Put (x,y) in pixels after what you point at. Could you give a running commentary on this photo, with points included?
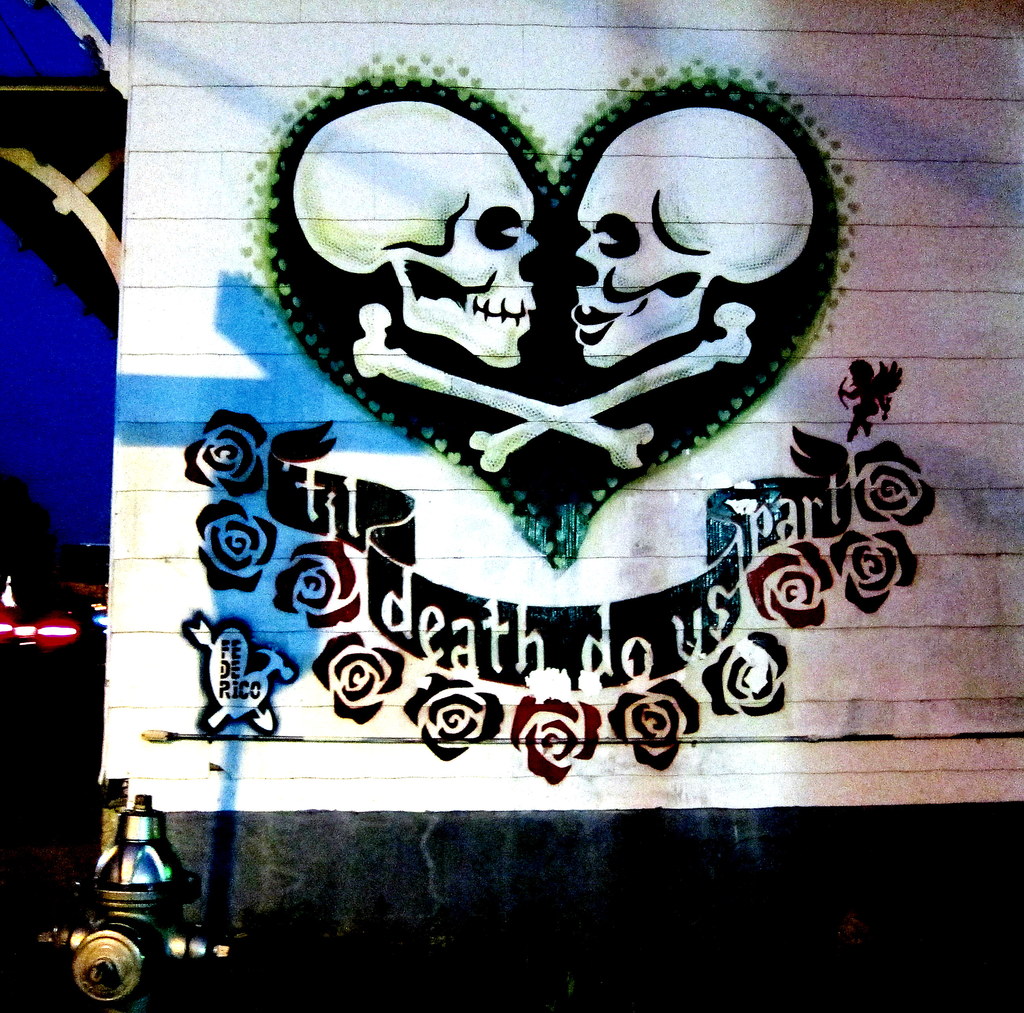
In the image there is a white wall (476,366). On the wall (362,237) there is a heart symbol (553,190) with two skulls (412,220) and bones (566,426). Below that there is a design (572,686) with flowers (349,603) and also there are few words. And to the bottom left corner of the image (108,886) there is a standpipe (108,886). And to the left corner of the image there is blue sky (51,465) and a blue shadow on the wall (393,900).
